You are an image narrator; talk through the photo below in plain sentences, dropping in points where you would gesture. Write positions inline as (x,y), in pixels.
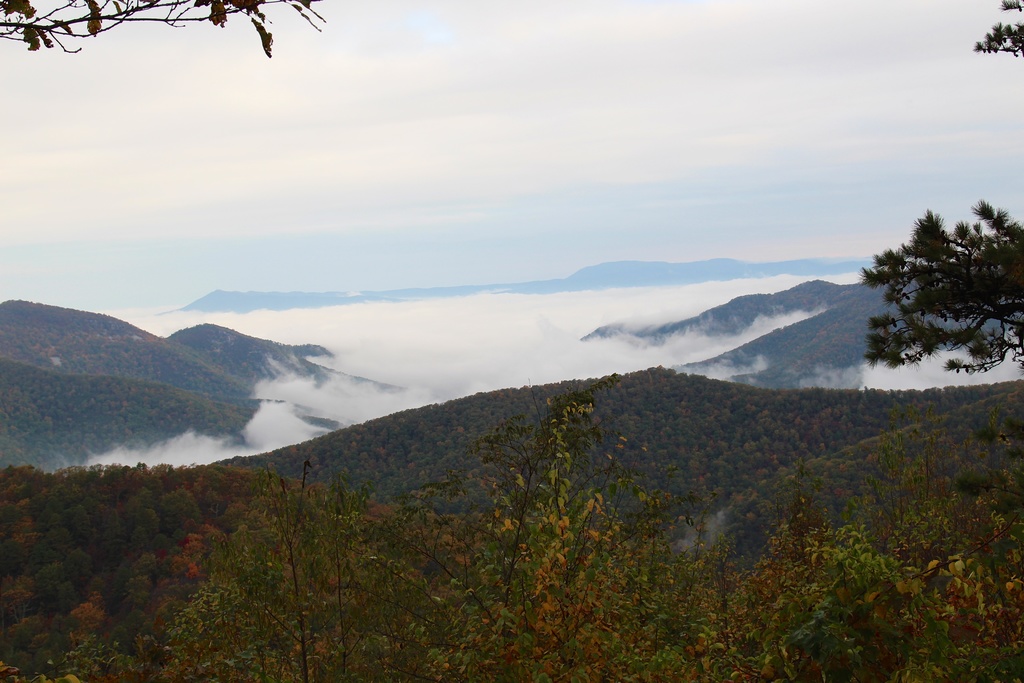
In this image I can see mountains (65,321), trees (1001,274) and fog (505,324). The sky (357,193) is in white and blue color.
